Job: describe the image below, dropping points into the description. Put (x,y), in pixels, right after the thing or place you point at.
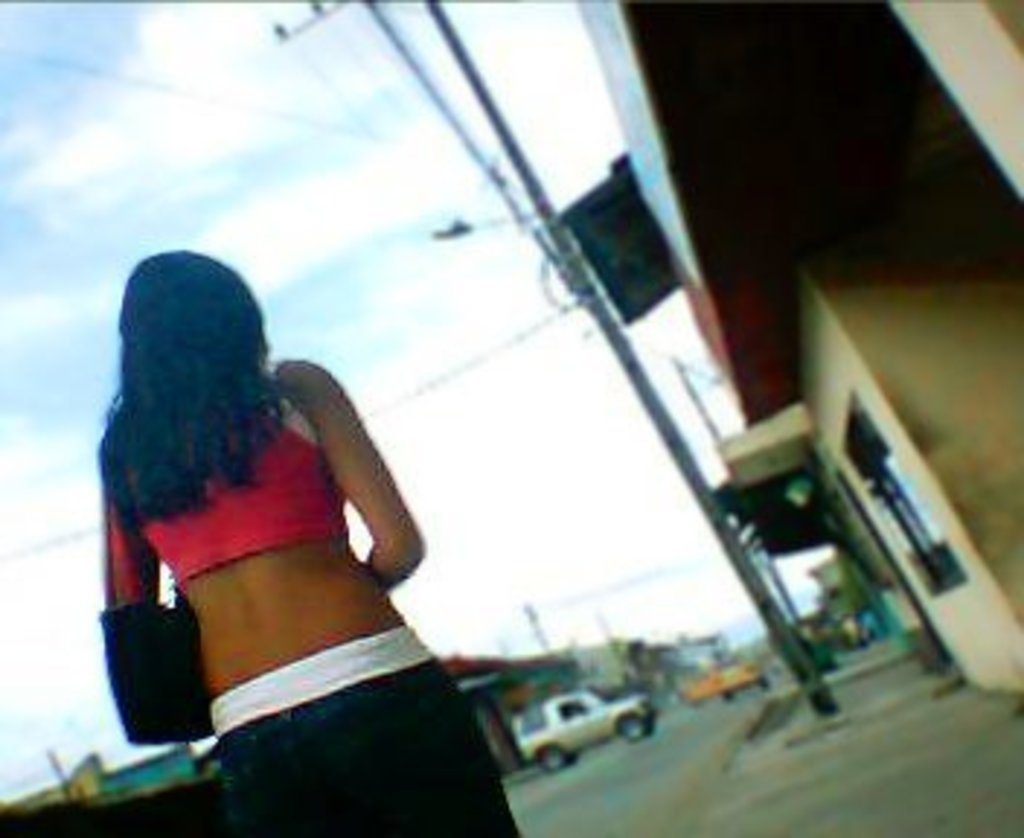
In this image I can see a woman (362,601) is standing. I can see she is wearing pink top (281,544), black pant (296,728) and I can see she is carrying a bag (148,697). In the background (710,489) I can see few poles (679,441), few wires (496,179), buildings (1014,458), vehicles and the sky (324,237).
